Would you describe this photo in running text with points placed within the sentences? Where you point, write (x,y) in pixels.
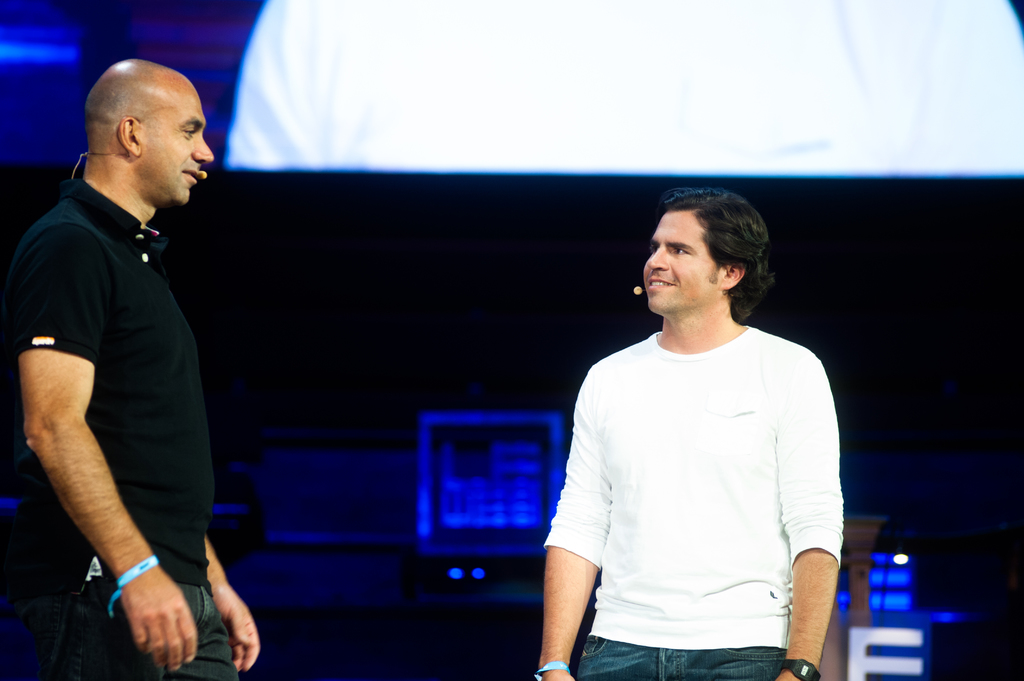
In this image we can see two men (115,470) with smiling faces (693,309) standing and wearing microphones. There is one white object (563,120) at the top of the image (549,120), some objects (508,532) in the background (852,598) and the background (881,537) is dark.
